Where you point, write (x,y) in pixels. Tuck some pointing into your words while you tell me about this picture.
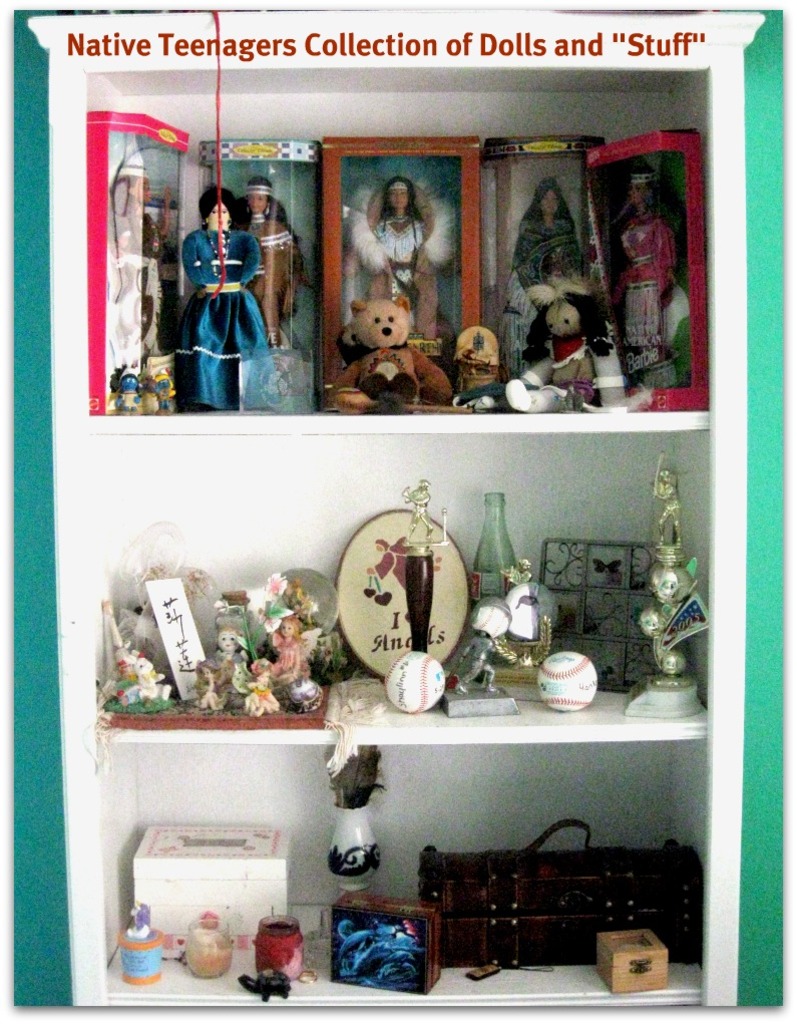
In this image we can see some toys (230,632), objects (274,882), show pieces (406,653), awards (420,648), boxes (261,914) and some other items (215,924) which are arranged in shelves (408,108) and top of the image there is some text (321,31) written.
